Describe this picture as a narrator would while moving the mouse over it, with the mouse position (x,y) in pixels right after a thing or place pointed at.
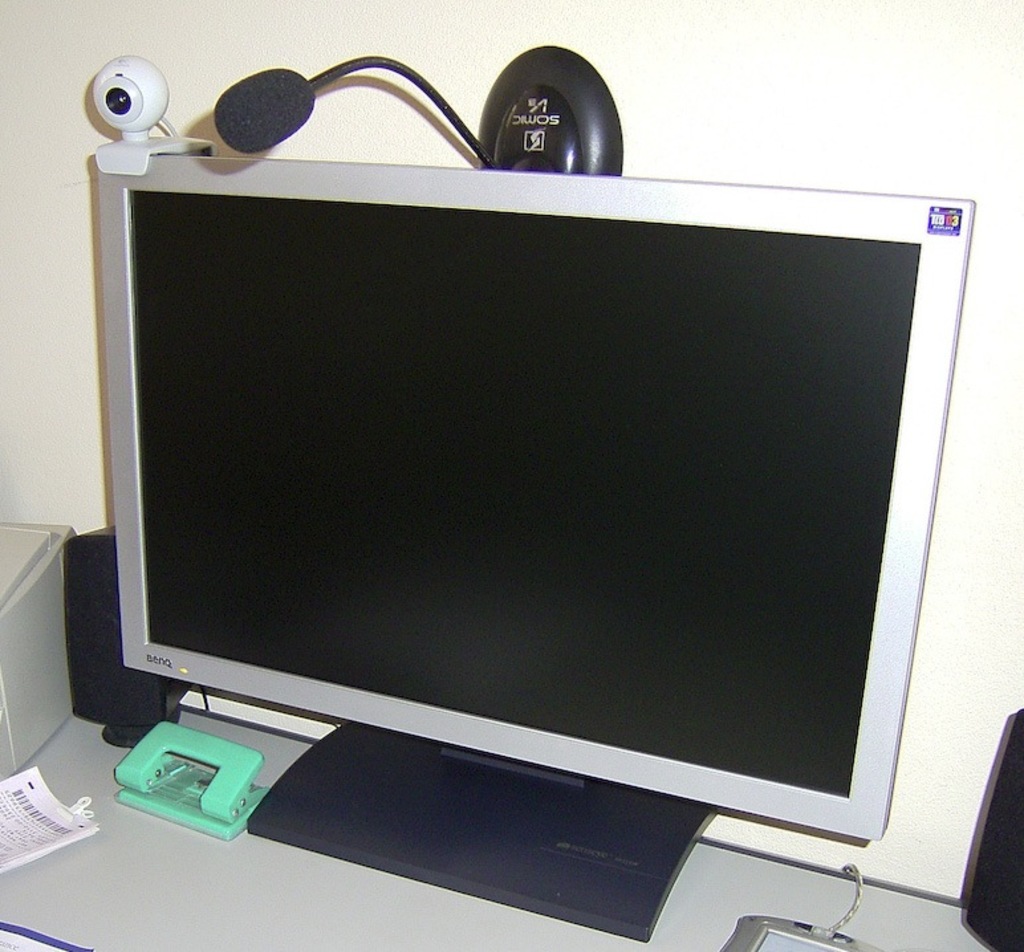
At the bottom of the image (204,857) there is a table (295,859). On the table (453,891) we can see screen (453,315), paper punch (210,752), speakers (998,884), papers (25,813), printer (25,683). On the screen (234,504) we can see web camera (143,123), mic (553,127). In the background of the image (682,121) we can see the wall (74,441).
